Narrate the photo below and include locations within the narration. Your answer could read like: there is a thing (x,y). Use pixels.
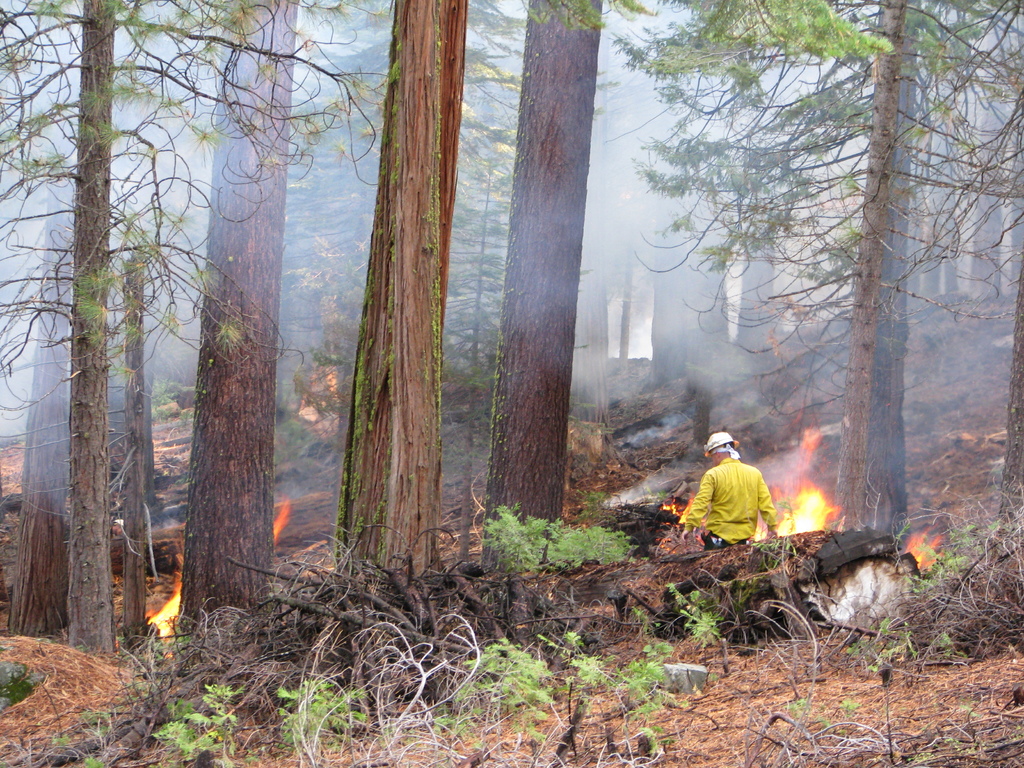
This is an outside view. At the bottom (313,669) there are some plants (573,679). On the right side (709,474) there is a person (714,491) standing facing towards the back side (728,524). In front of him I can see the fire (796,496). In the background (754,303) there are many trees (138,266).
